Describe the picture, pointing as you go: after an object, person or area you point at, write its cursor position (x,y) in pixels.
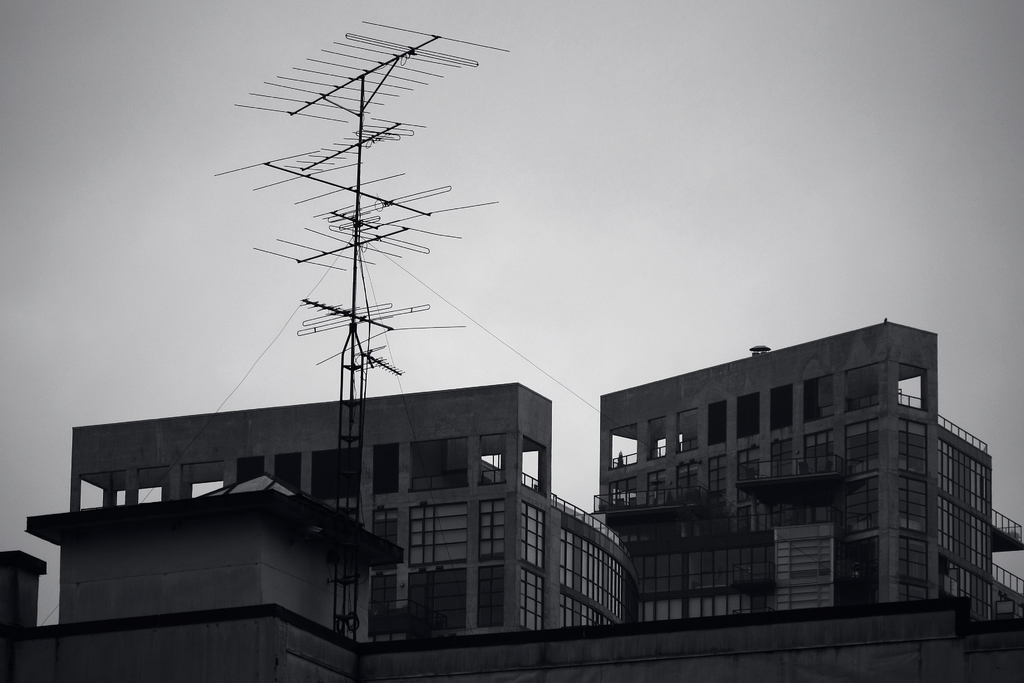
In this image there are antennas (362,449), buildings (294,446), sky (23,387).
